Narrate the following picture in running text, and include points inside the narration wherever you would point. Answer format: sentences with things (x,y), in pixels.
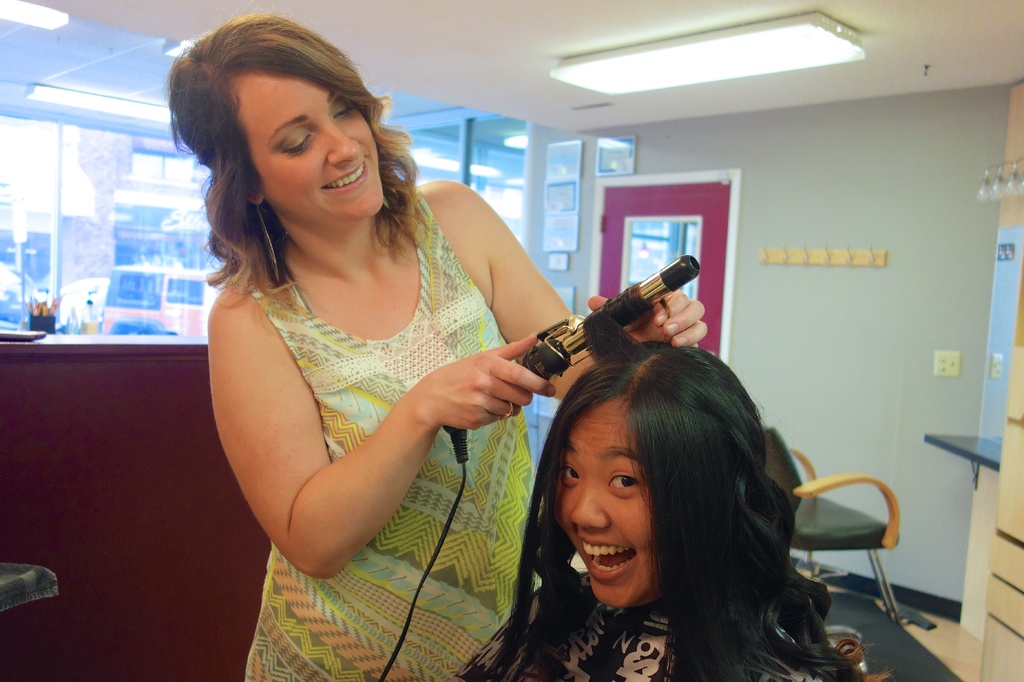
In this image there are two people (374,428), one person (359,520) is standing and smiling and she is rolling her hair (614,319), the other person (653,495) is sitting and smiling. At the back (815,256) there is a hanger (815,256) on the wall (842,237) and at the left (119,483) there is a desk (131,383).
